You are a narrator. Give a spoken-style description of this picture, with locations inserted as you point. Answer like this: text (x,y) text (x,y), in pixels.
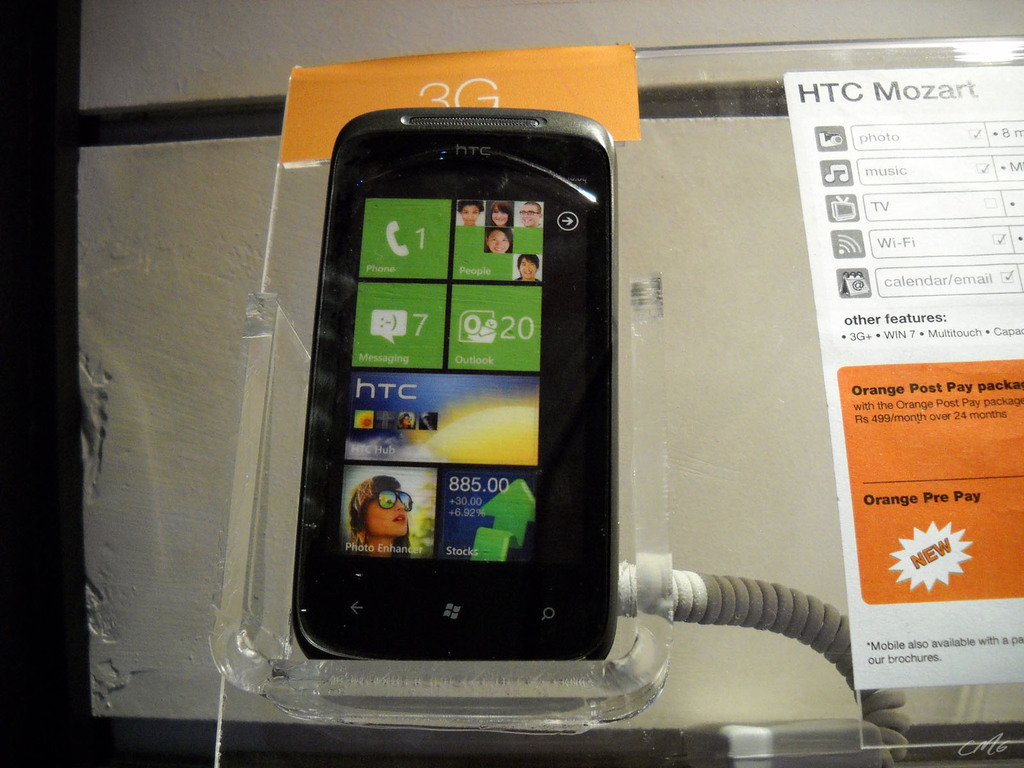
In this image, we can see a mobile (437,443) with screen (422,346) is placed on the glass stand (560,666). Here we can see two stickers (969,484). Here there is a wire (787,614). Background (168,248) we can see the wall (168,266).
